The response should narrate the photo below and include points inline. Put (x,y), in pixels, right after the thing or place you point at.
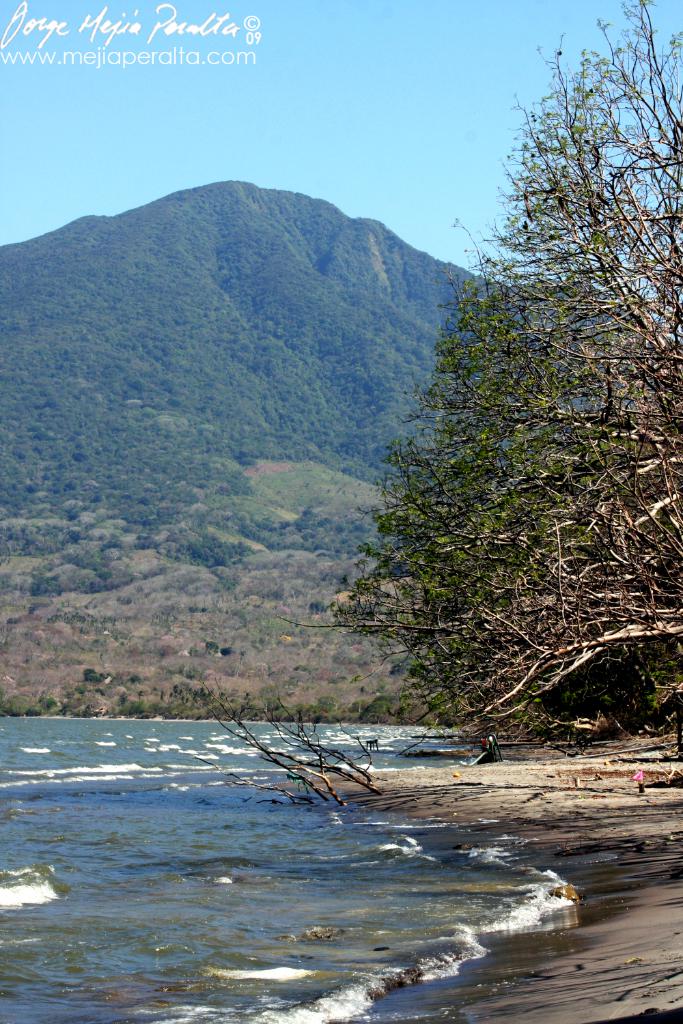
On the top left (138,49), there is a watermark (166,59). On the left side (221,820), there are tides (232,943) of the ocean (62,729). On the right side (676,236), there are trees (582,374). In the background (381,330), there is a mountain (253,263) and there is blue sky (364,111).
